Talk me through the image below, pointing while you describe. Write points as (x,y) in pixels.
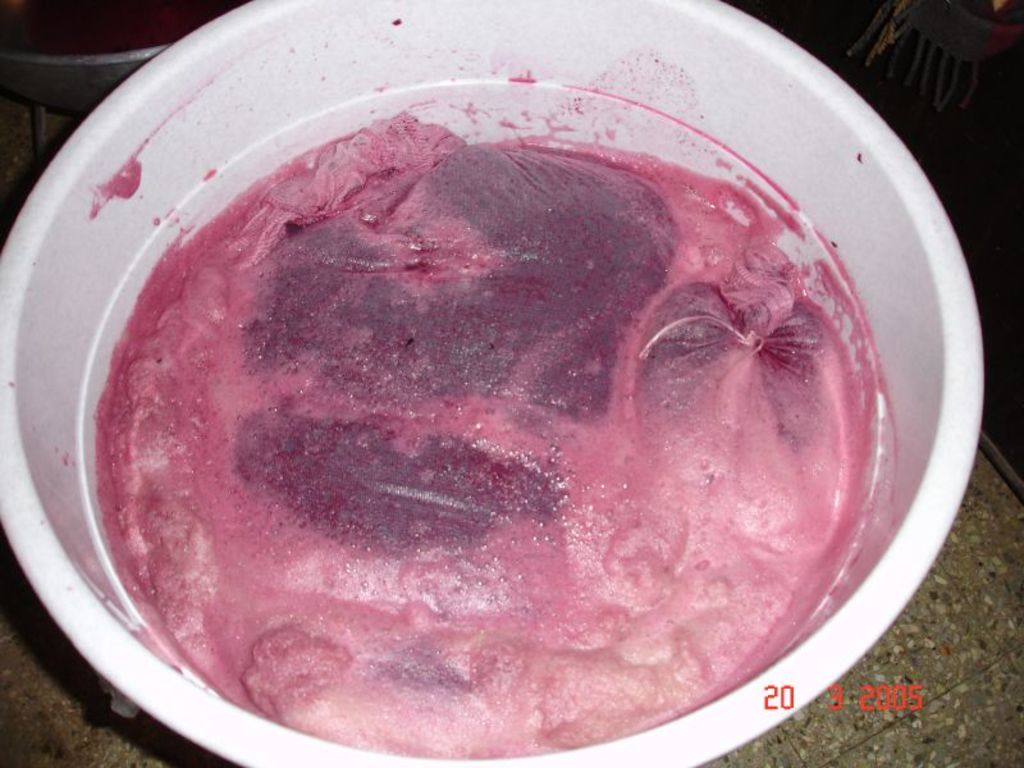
In this image there is a food item (405,391) in a plastic bowl (74,492).
